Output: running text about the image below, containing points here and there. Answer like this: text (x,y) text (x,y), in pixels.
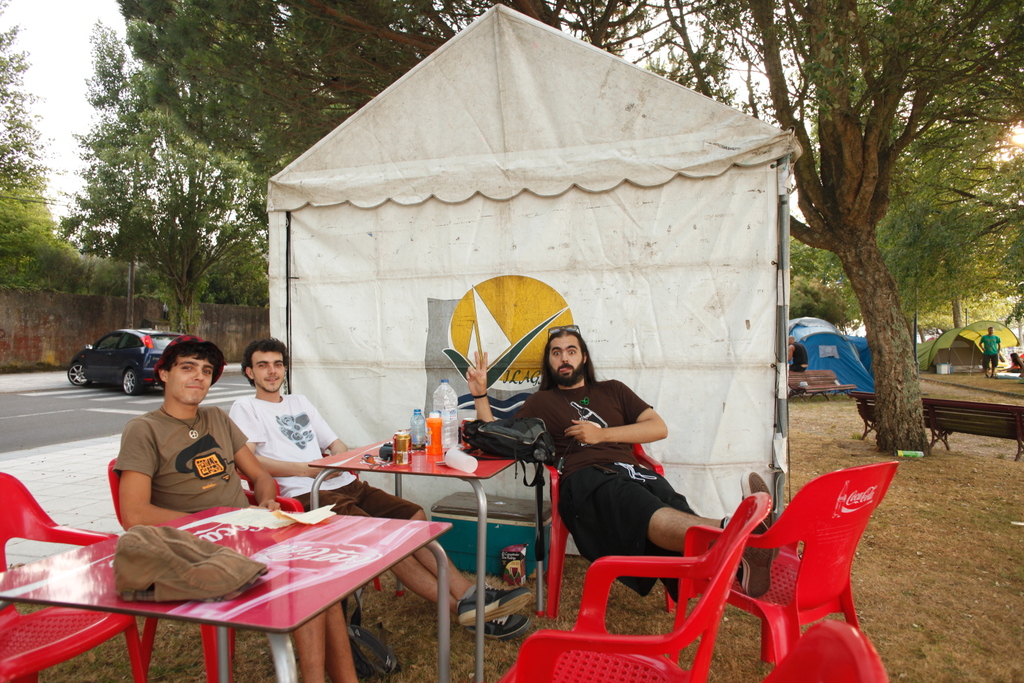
There are three man (257,450) sitting on chairs (715,594). There are two tables (362,552). On one table (191,606) there is a cap (207,544). Another table (422,471) there are some bottles (424,427). Behind them is a tent (622,228). In the background (130,344) there is a car (149,332), trees (862,254), tents (824,331), benches (811,387) and some person (995,355) are standing there.
